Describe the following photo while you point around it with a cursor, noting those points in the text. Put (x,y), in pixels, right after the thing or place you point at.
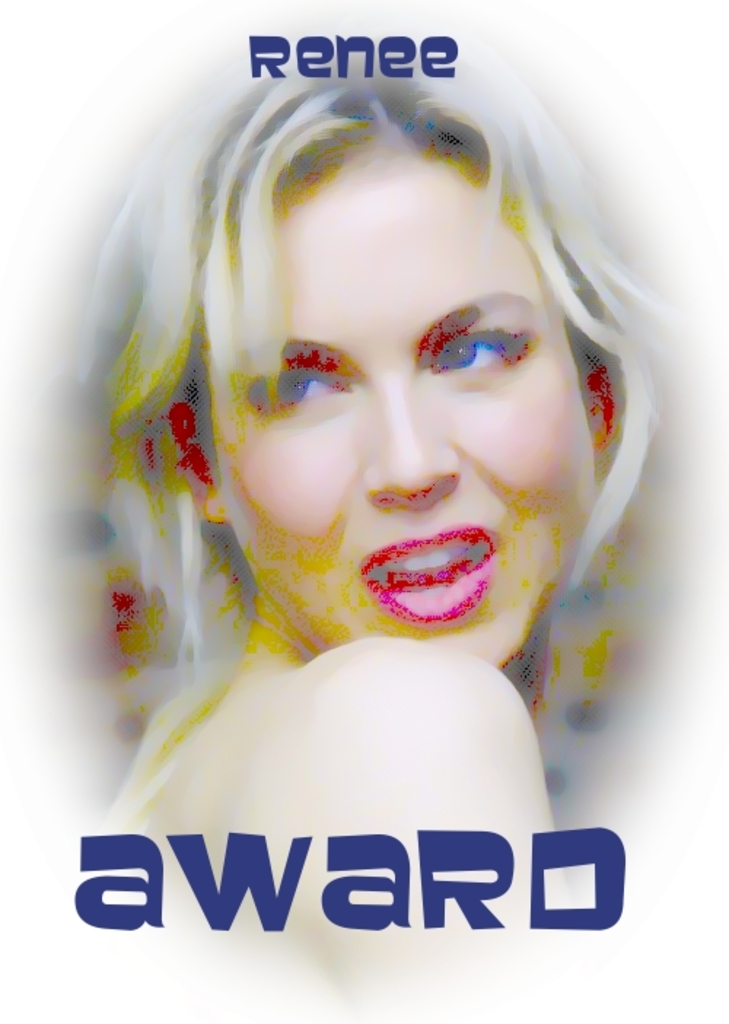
In this image we can see a woman (372,517). Here we can see some text (454,51) which is in dark blue color.
